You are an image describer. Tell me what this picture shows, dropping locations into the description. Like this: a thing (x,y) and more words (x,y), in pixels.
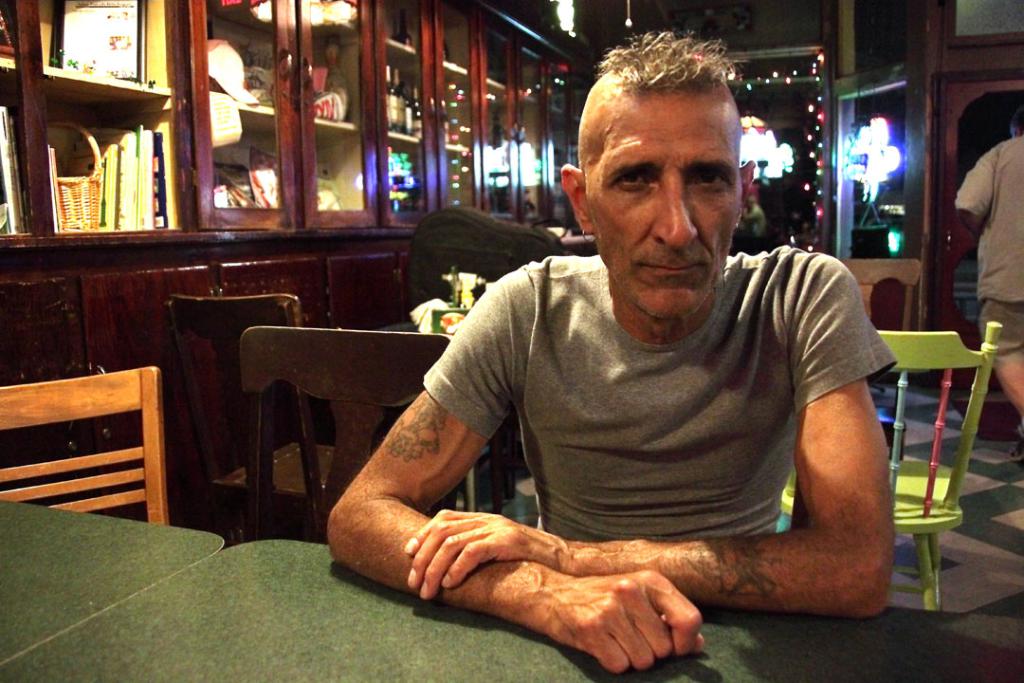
This person (592,305) sitting on the chair (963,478) and this person (1004,310) walking. We can see objects (416,315) on the table (161,669) and chairs (423,353). On the background (945,64) we can see cupboards (536,115) and wall (912,26). This is floor (981,596).
